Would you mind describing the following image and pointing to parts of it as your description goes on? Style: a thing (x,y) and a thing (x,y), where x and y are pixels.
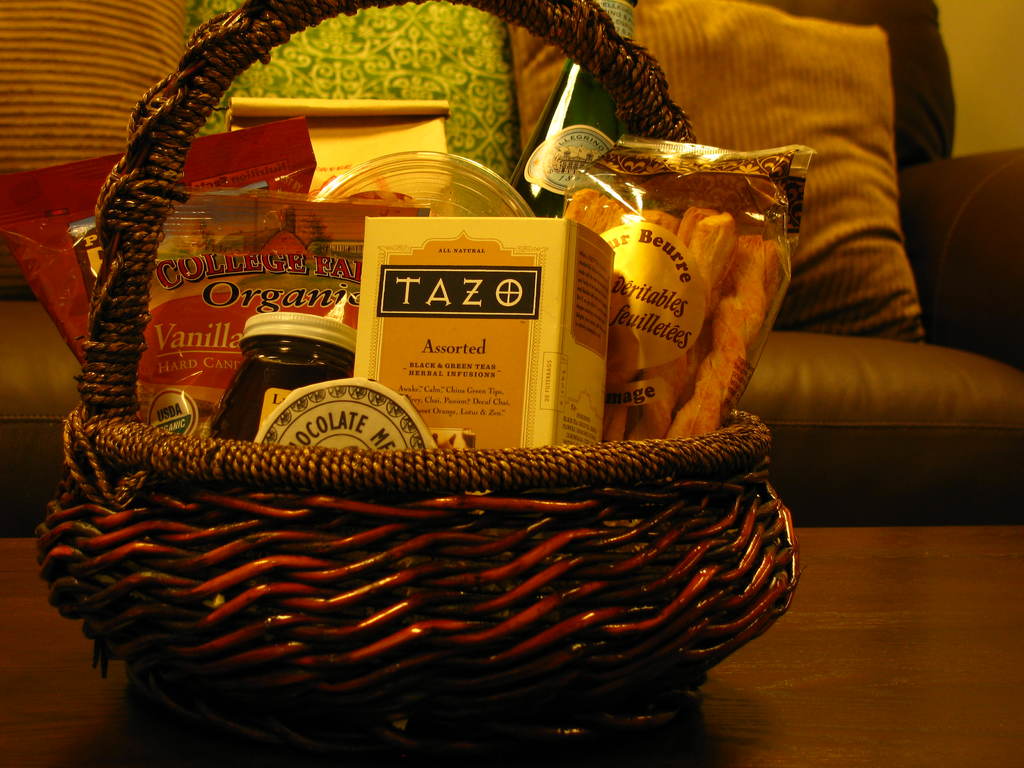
In this image we can see the basket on the table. In that basket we can see the box (495,285), bottles (347,361) and packets (657,237) with food items (610,222). And at the back (464,141) we can see the couch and pillows (80,120) on it.
